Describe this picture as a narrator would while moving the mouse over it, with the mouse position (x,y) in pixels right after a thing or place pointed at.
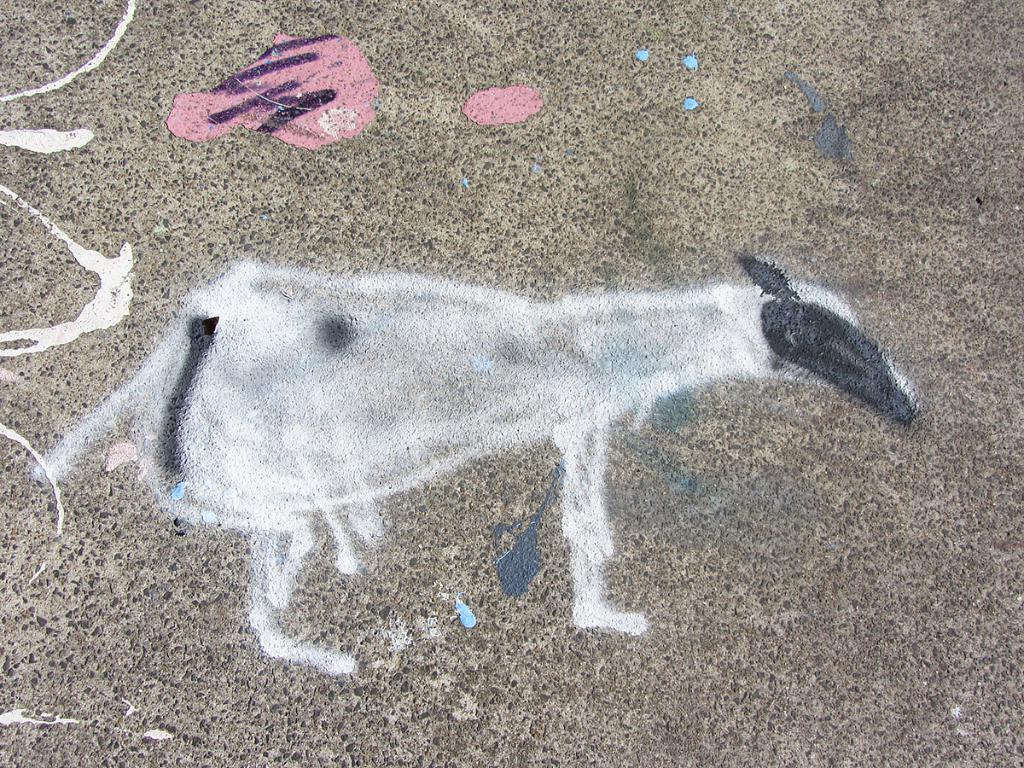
In this image we can see painting (237,416) on the surface (680,519).
